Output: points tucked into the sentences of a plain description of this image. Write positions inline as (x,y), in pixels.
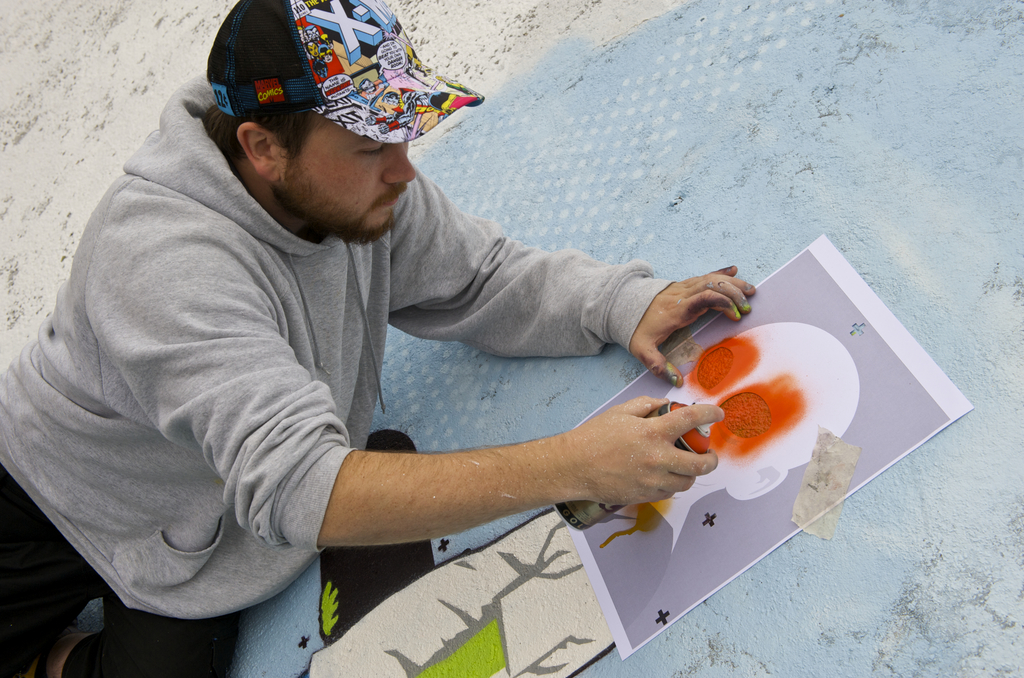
In this image, we can see a person (201,282) wearing a cap (354,125) and holding a graffiti bottle (694,440). In the background (623,163), there is a wall (743,196) and we can see a paper (674,546) and there is graffiti (472,580).
